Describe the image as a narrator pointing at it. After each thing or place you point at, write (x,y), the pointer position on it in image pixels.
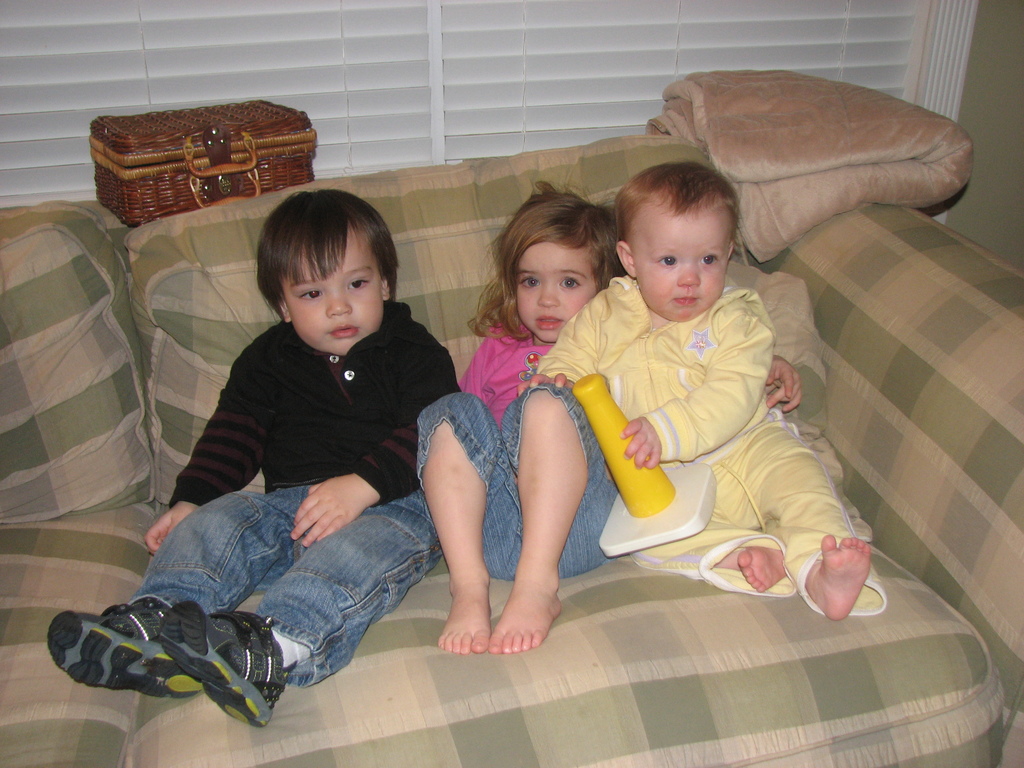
In this image we can see three children (731,337) sitting on a couch (806,404). One baby (693,341) wearing yellow dress (771,419) is holding a toy (623,463) in her hand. In the background (245,163) we can see a basket (286,163) and a curtain (725,21).
